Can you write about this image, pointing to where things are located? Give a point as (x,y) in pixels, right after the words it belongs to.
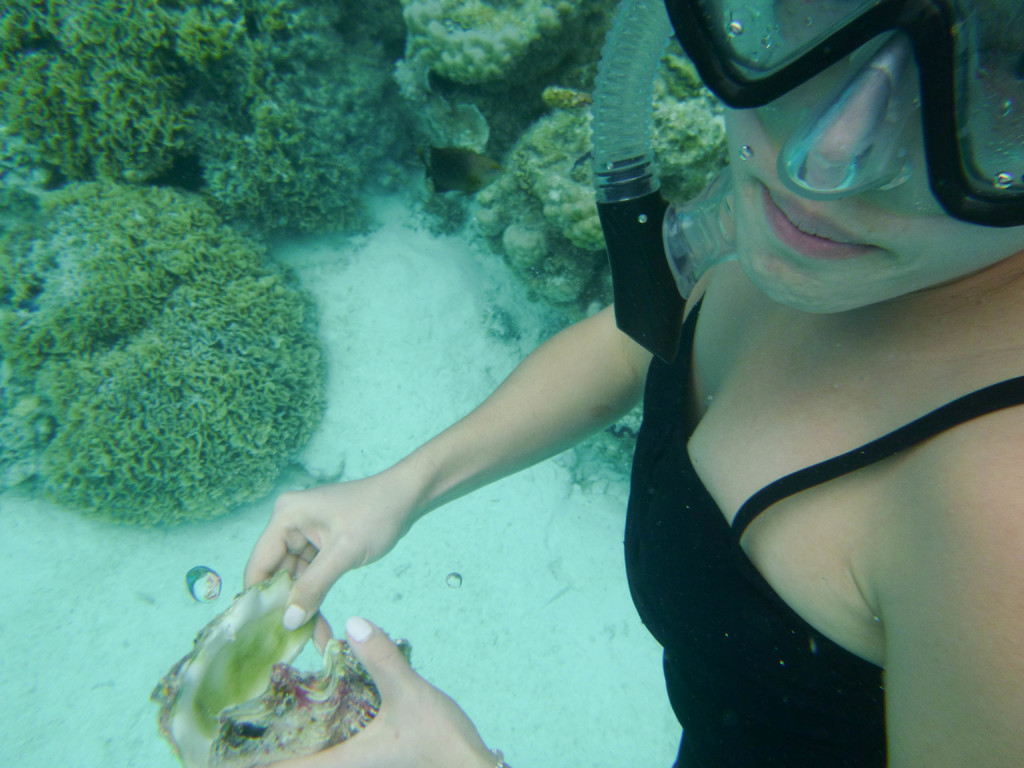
This image consists of a woman (826,603) wearing a black dress (803,649). She is holding a shell (301,709). At the bottom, we can see the small plants (359,190) in the water (343,393). And she is also wearing a snorkel mask (773,10).
